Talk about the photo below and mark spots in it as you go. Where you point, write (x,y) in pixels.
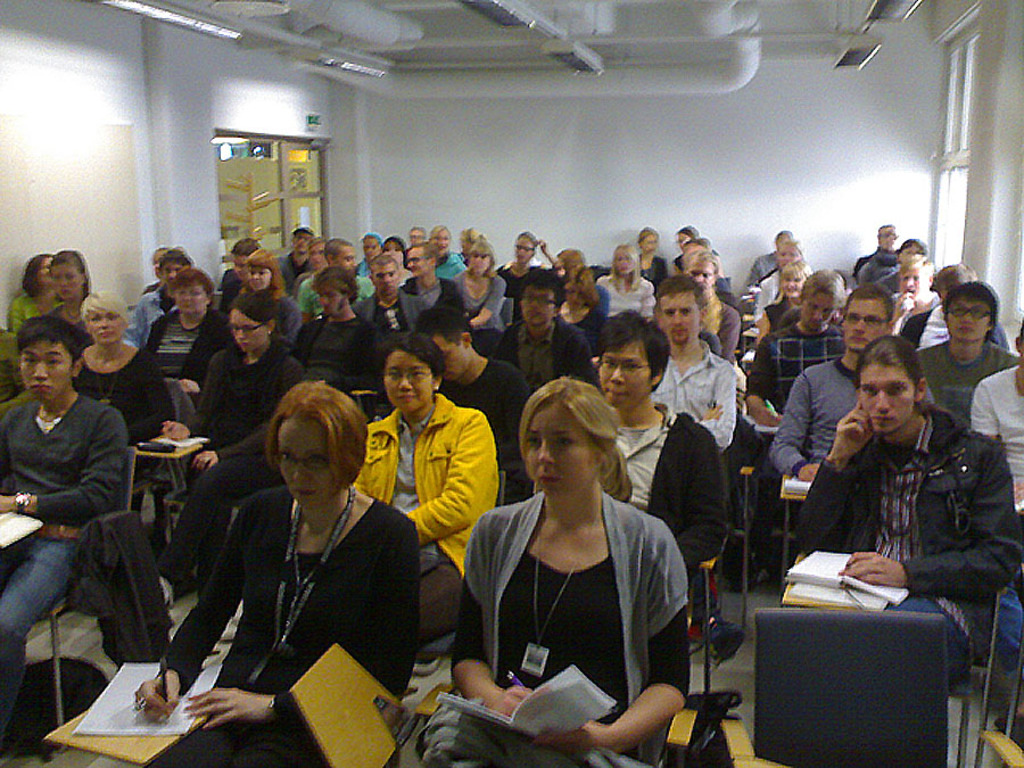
Bottom of the image (460,663) there are people (419,239) sitting on a chair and watching. At the top of the image (664,160) there is a wall (882,112) and roof (582,15). Top left side of the image (271,135) there is a door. Top right side of the image (951,194) there is a window (951,194).
